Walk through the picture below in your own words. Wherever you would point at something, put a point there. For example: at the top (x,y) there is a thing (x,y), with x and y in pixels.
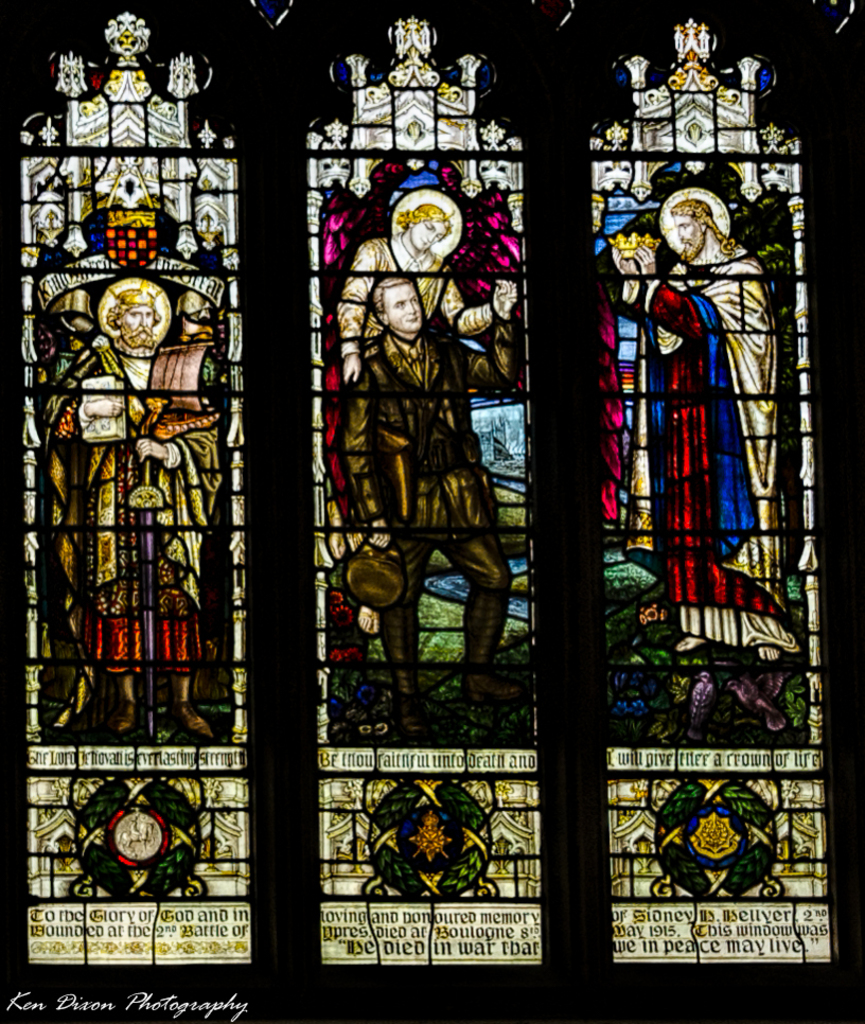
In this image there are pictures (456,569) on the glass (635,591) and some text (333,908).
